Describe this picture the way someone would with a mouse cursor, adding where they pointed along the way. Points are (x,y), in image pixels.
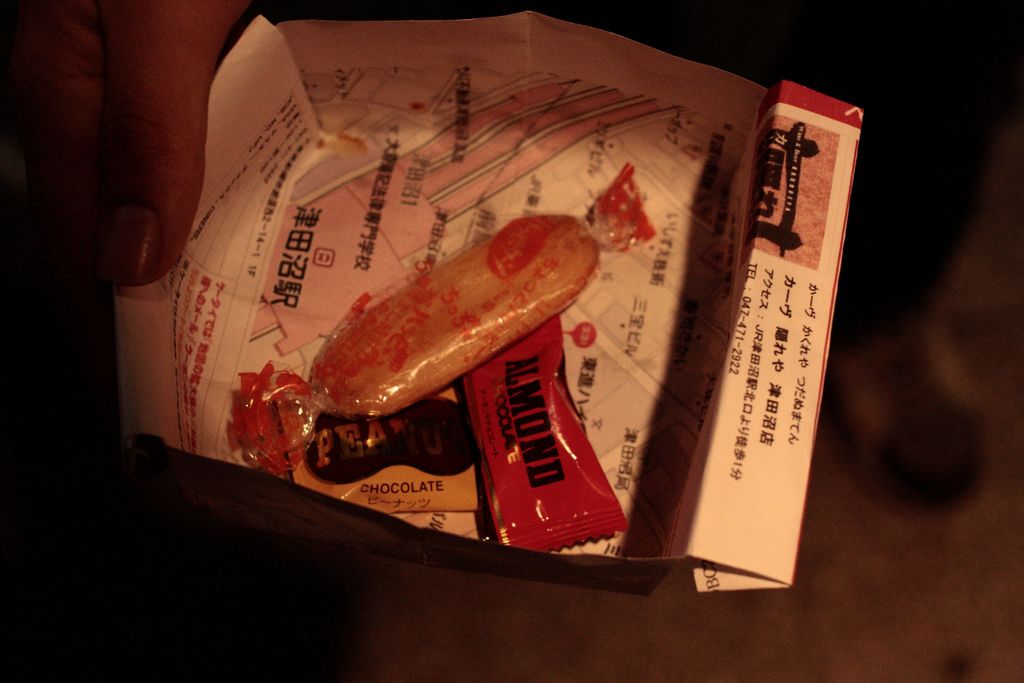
This picture is dark, in this picture we can see a person hand (190,15) holding a box (365,82) with candies (431,309).
